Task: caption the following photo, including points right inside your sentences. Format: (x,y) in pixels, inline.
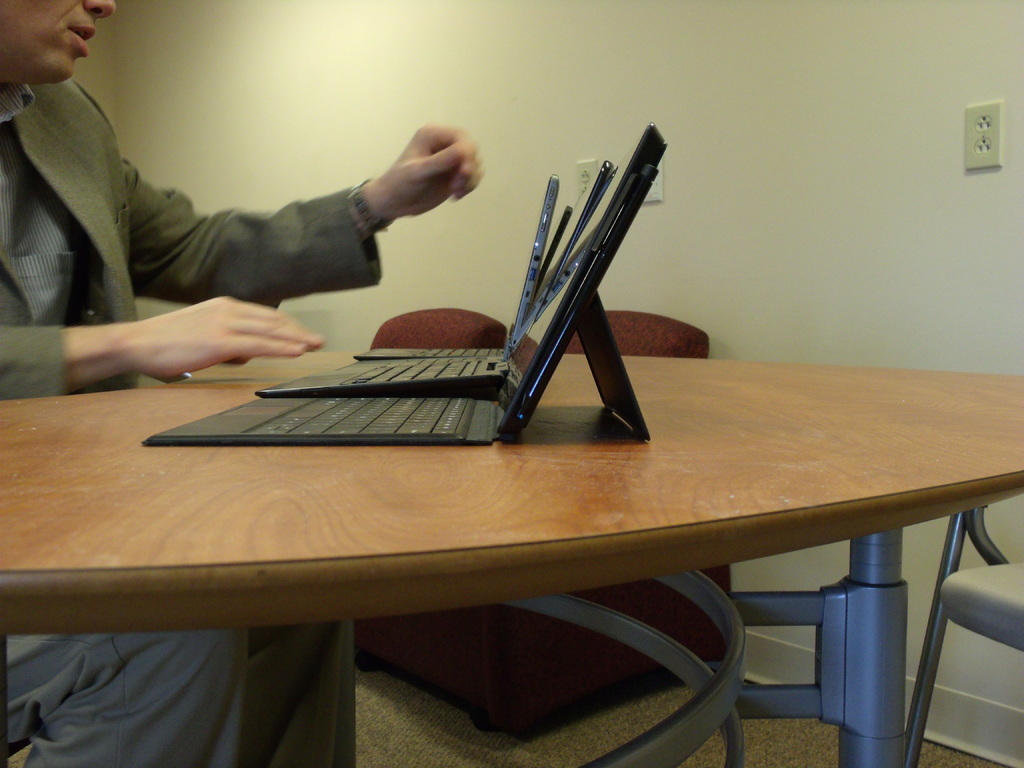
In this image I can see a table (331,551). There is a person (69,343) sitting just beside the table (112,462). On the table (251,495) there are three laptops (535,302). In the background (494,37) there is a wall (430,37). Just beside the wall (711,324) there is a red color sofa (570,652).
